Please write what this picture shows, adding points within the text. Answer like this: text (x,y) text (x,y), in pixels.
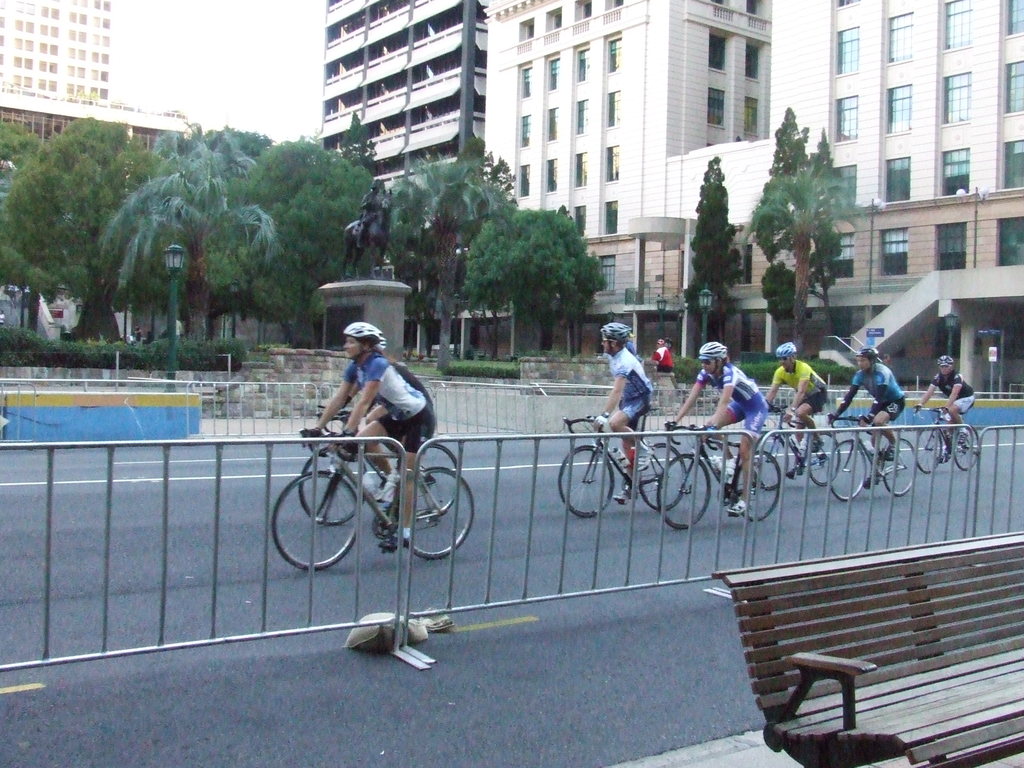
In this image, we can see few people (621,414) are riding bicycles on the road (880,497). They are wearing glasses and helmets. At the bottom (920,551), we can see a bench (946,581). Here we can see barricades (46,629). Background (364,225) there are so many buildings (892,192), trees (405,248), statue (374,251), poles (224,313), lights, plants (27,364). Here we can see a person (661,358).
